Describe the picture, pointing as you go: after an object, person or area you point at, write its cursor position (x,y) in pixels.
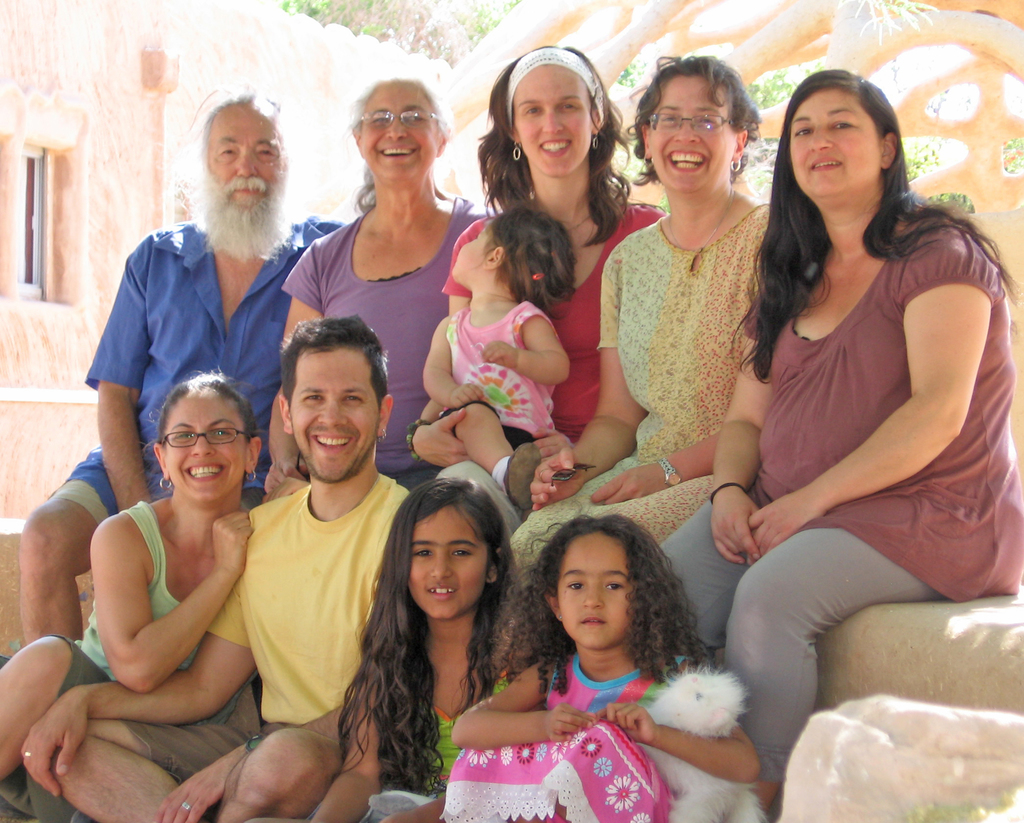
In this picture I can see number of people (436,364) in front (857,278) and I see that all of them are sitting. I can also see that most of them are smiling. I see that the girl (574,581) on the right (693,701) is holding a thing (721,797). In the background (29,333) I can see a building (295,41) and the trees (382,16).
